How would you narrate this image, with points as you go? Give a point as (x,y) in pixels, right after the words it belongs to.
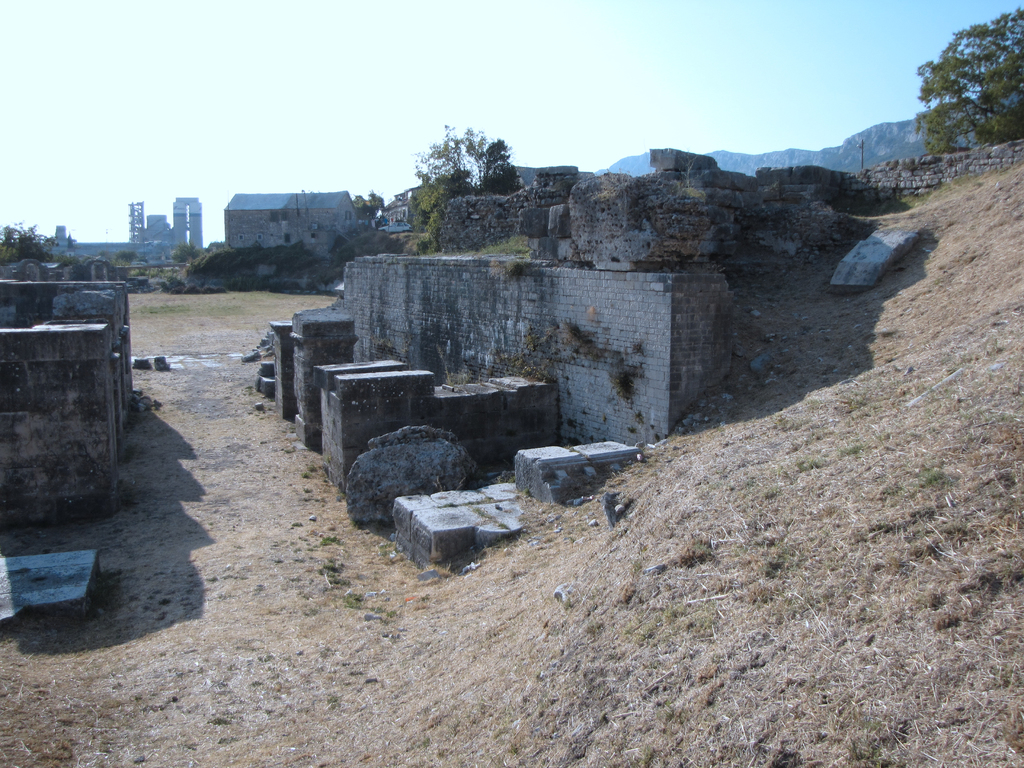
In this image I can see few buildings (272,204), trees (454,191), walls (611,275), mountains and dry grass (967,196). The sky (900,16) is in white and blue color.
